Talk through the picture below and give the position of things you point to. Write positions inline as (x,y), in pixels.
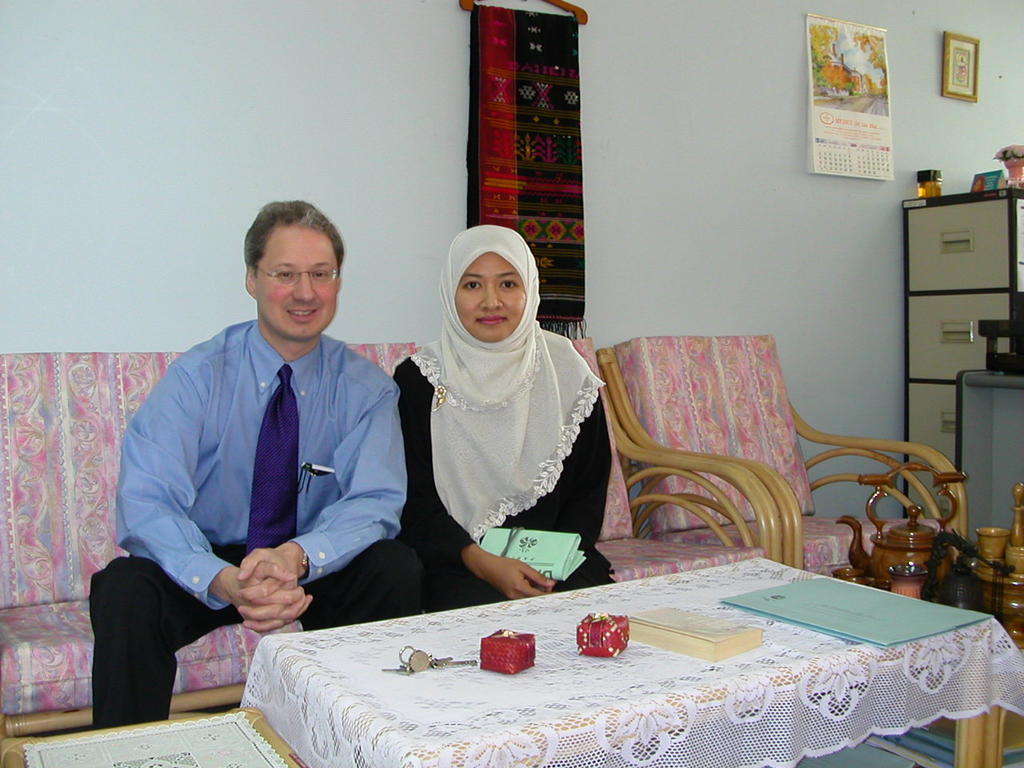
This is the picture of inside the room (689,208). There are two people (323,345) sitting on the sofa (2,576). There is a book (666,616), keys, box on the table (616,587). At the right side of the image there is a cupboard (989,201) and there is a calendar (854,81), photo frame (970,79) on the wall (248,120).
